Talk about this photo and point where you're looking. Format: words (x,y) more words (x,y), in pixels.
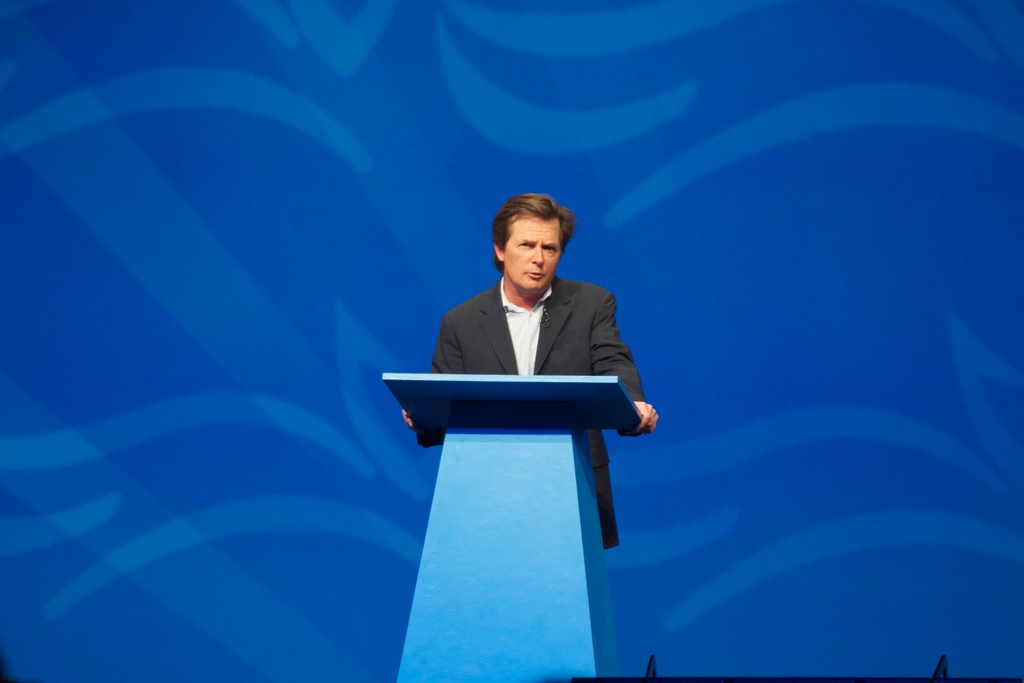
In this image there is a person (449,336) standing on the dais (475,385), behind the person (471,326) there is a wall (282,252).
